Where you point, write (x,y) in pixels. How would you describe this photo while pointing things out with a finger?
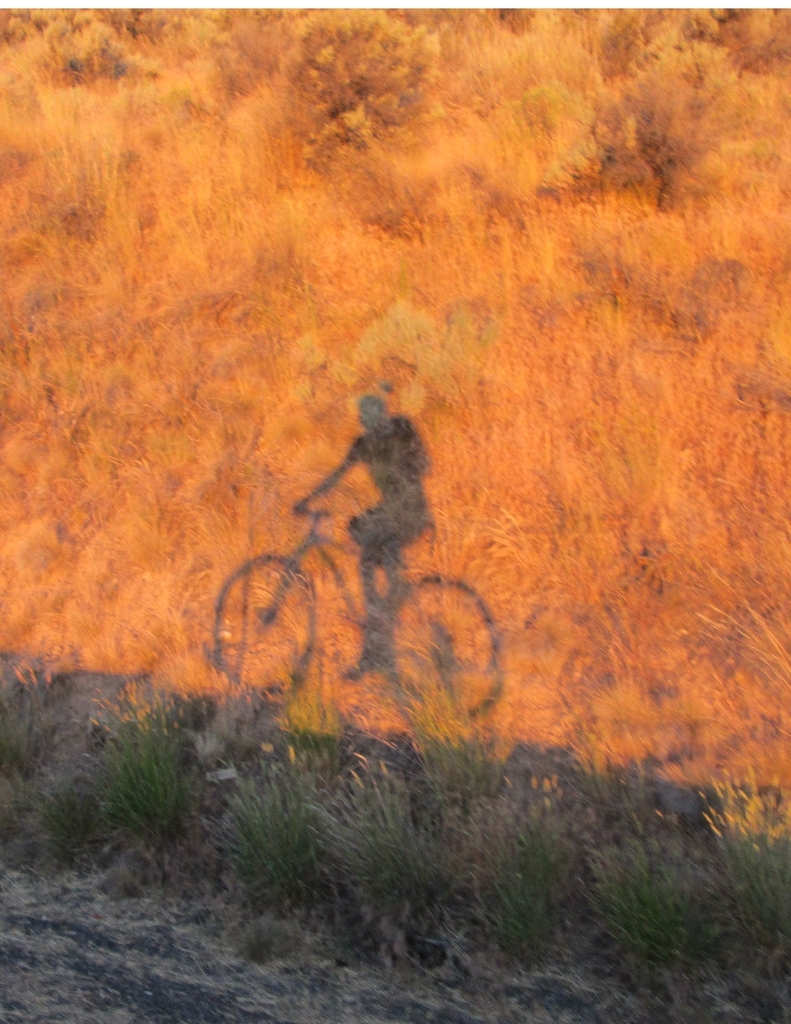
In this image I can see shadows (369,584) of a person (369,615) and a bicycle (388,586). Here I can see the grass (488,348).
